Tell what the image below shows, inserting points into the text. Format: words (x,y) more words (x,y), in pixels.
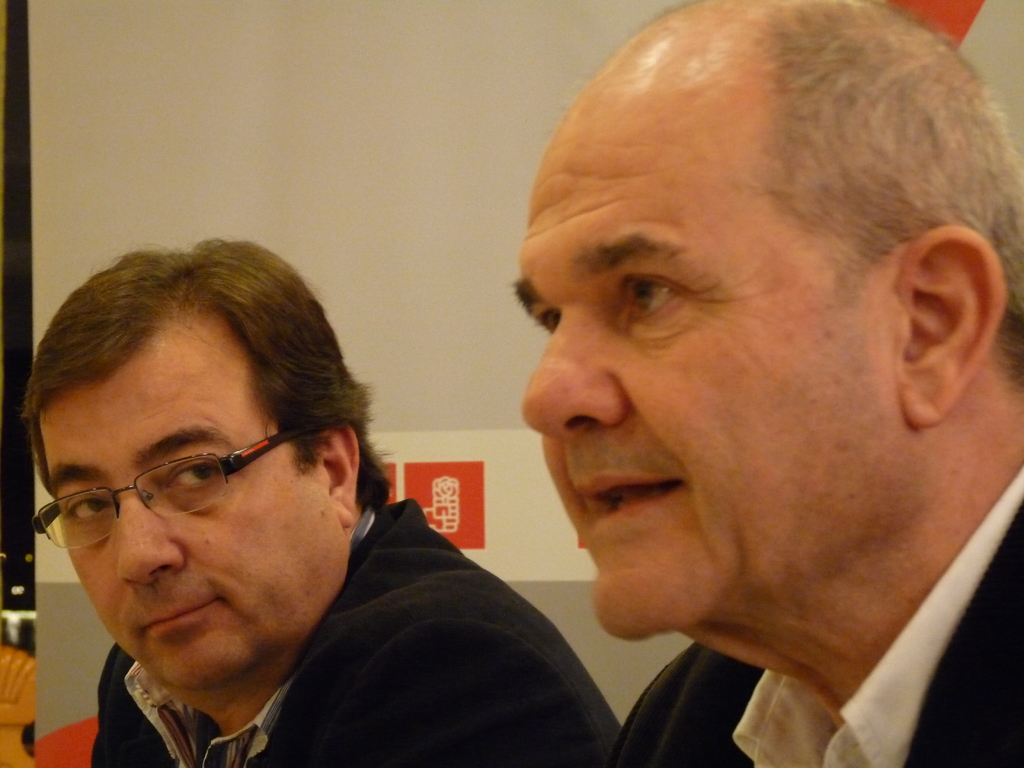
In this picture I can observe two men (177,476). One of them is wearing spectacles (166,503). In the background (340,144) I can observe a wall (412,187).
